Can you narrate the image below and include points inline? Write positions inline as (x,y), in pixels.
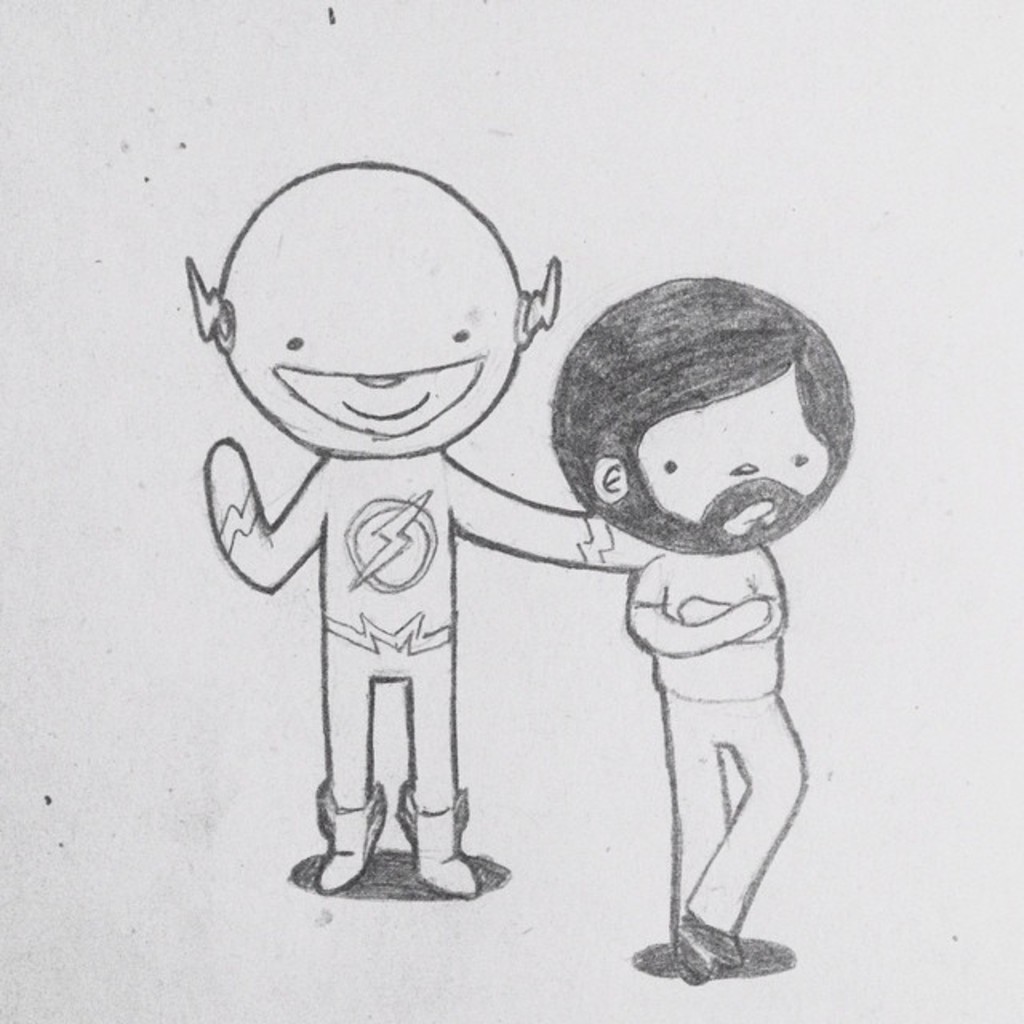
In this image I can see a white paper (82,603) which consists of a drawing (395,548) of a man (706,688) and a superhero (367,435).
